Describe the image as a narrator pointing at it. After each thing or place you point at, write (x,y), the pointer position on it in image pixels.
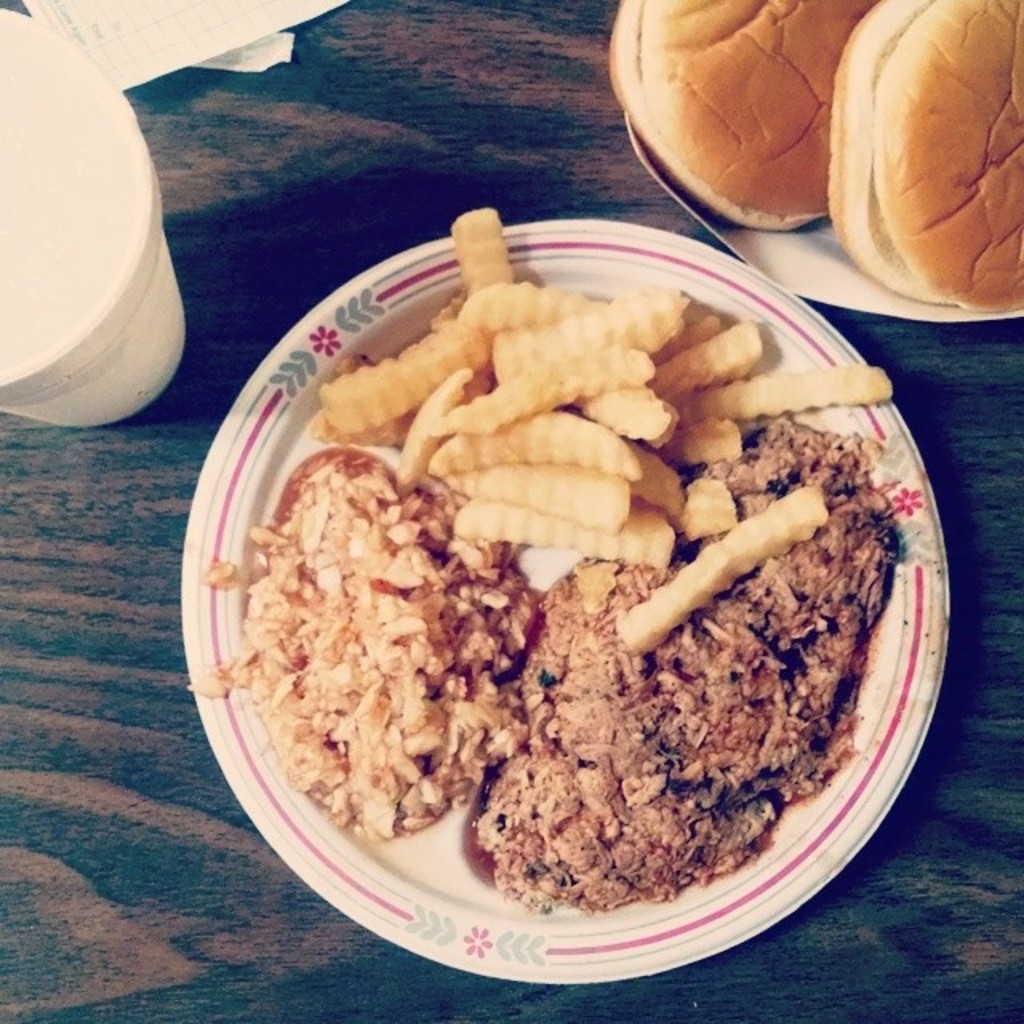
Here on a platform (550,999) there is a cup (48,198), paper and a food item (626,874) and two breads (796,80) in two plates (511,354).
